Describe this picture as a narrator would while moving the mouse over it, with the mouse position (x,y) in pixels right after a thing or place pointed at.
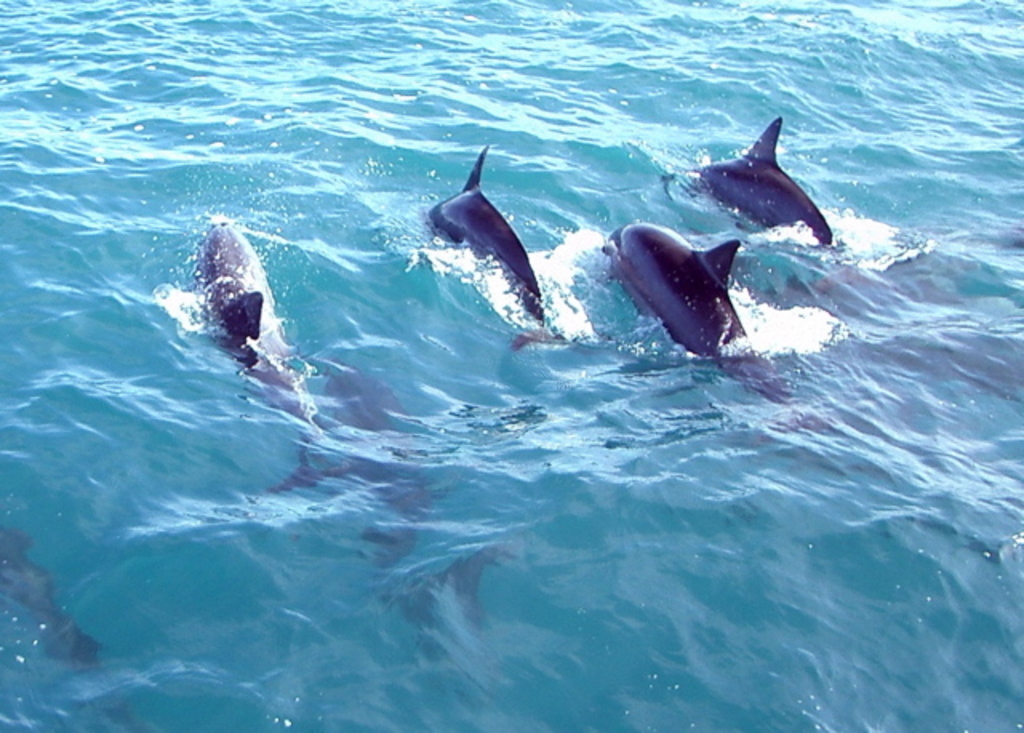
In this image we can see some dolphins (378,382) which are in water (320,332).
